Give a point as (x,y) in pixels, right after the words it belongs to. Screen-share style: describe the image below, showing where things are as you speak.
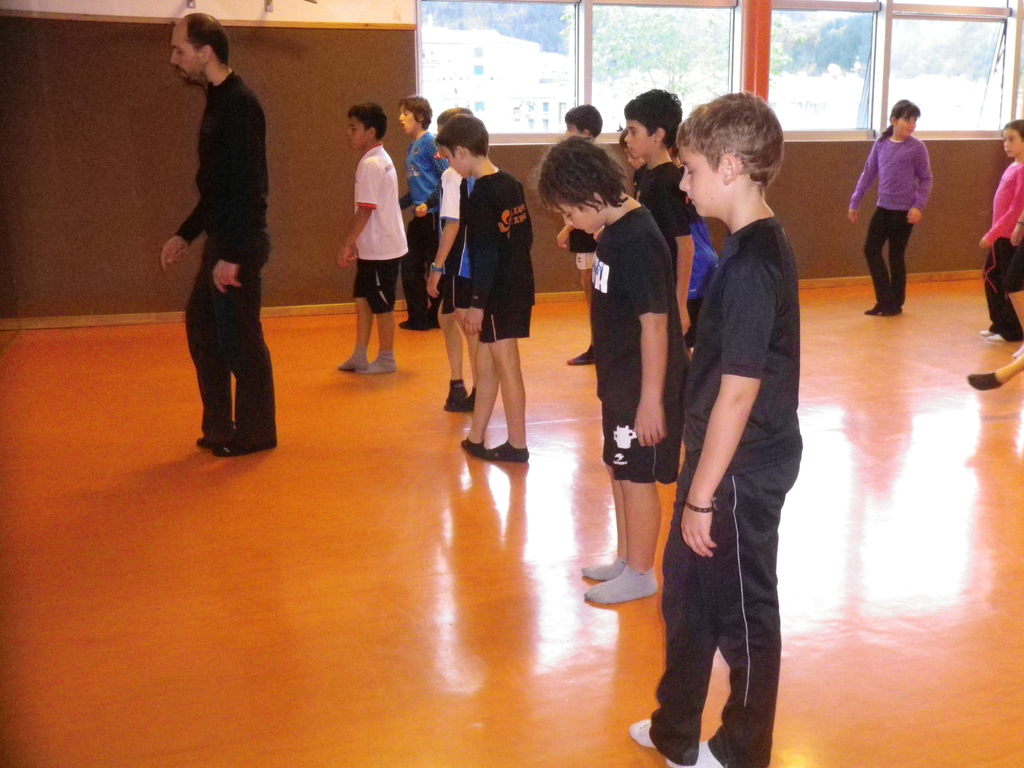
In this image there are people (603,201) standing on the floor (298,614). In the background of the image (283,193) there is a wall (297,132). There are glass windows (690,103) through which we can see trees (687,50) and buildings (509,64).
